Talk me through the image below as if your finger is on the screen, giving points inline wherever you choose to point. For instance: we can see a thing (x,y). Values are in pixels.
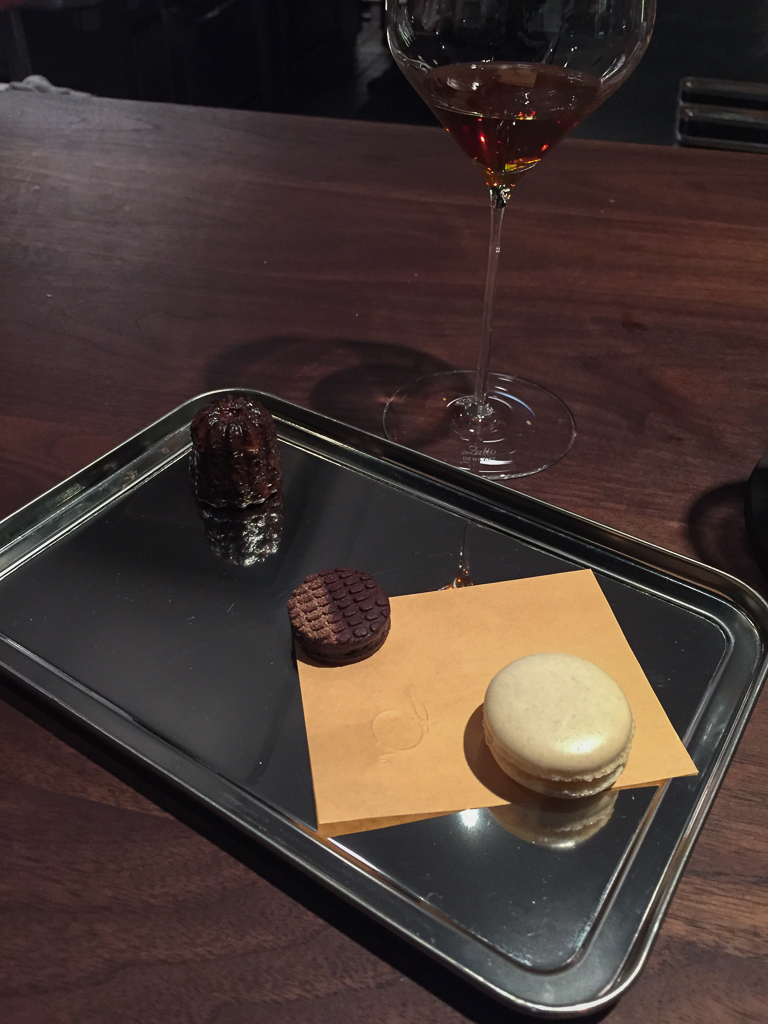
In this image there are 2 chocolate cookies (317,604) and a dessert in a plate (524,916) and a wine glass (546,406) placed in a table (13,943).
